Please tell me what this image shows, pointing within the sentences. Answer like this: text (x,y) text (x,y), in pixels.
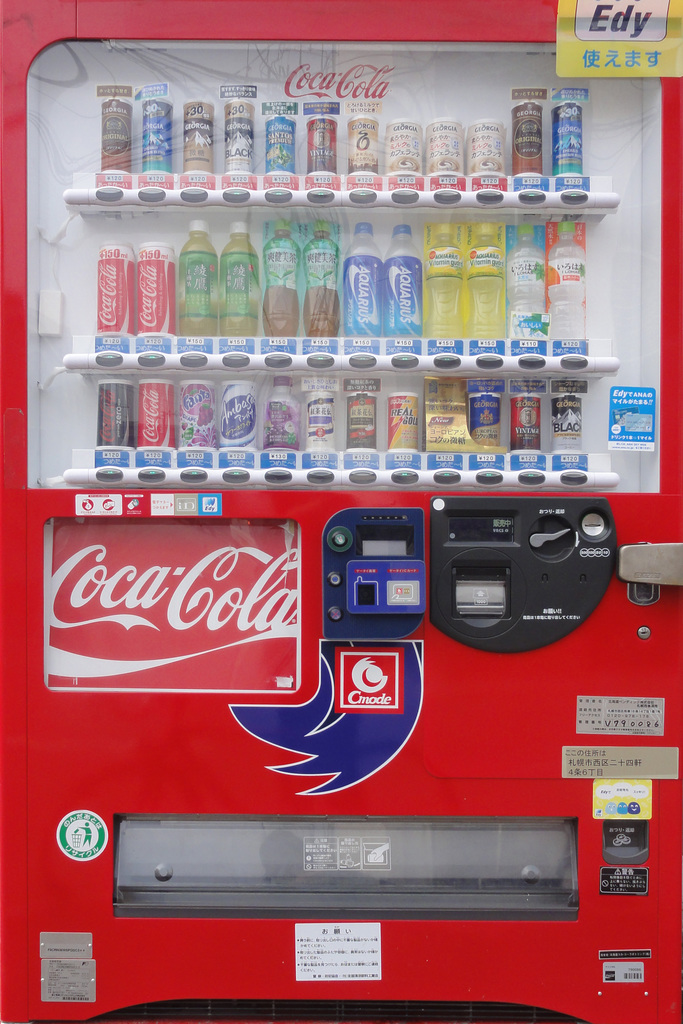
In this image I can see a Coca-Cola vending machine (256,664). At the top (186,170) there are few bottles (200,307) arranged behind the glass (306,181). At the bottom (626,719) there are few posters (359,937) attached on the machine (448,696).
